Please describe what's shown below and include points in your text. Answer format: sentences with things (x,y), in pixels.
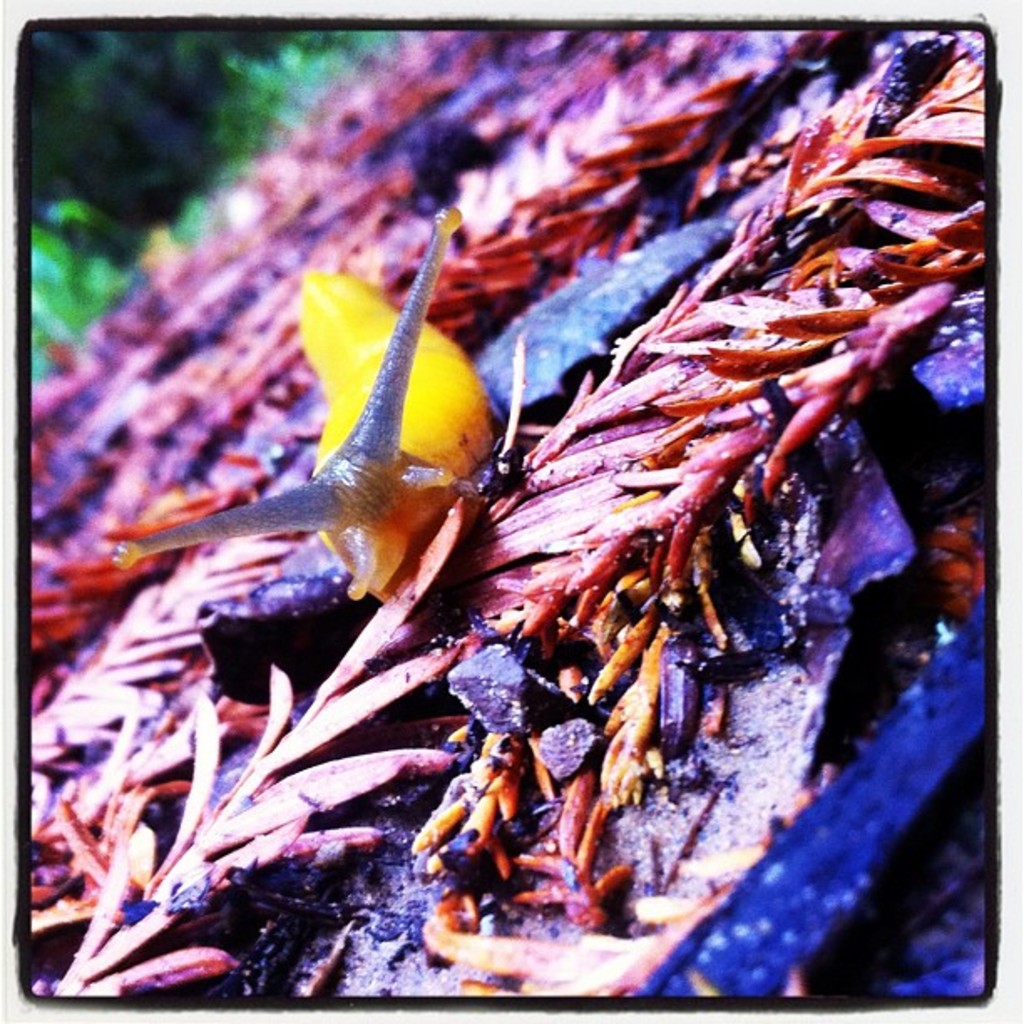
In this image we can see snail (345,414) on the plants (428,573).
